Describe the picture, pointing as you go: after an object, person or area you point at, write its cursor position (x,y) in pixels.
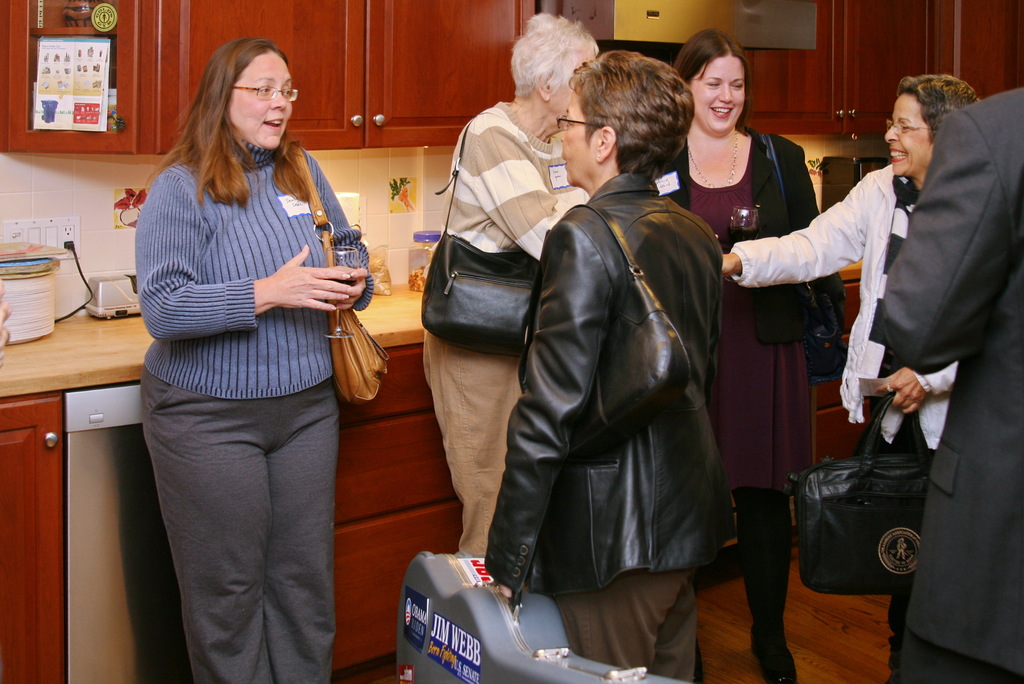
In this picture, we see five women (300,351) standing and talking to each other and they are smiling. Woman (587,391) in black jacket (557,487) is holding a guitar box (571,655) in her hand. Behind them, we see a countertop (34,358) on which plastic box (422,241) and toaster (110,287) are placed. At the top of the picture (163,49), we see cupboards (215,18) in brown color and this picture is clicked inside the room (146,492).
